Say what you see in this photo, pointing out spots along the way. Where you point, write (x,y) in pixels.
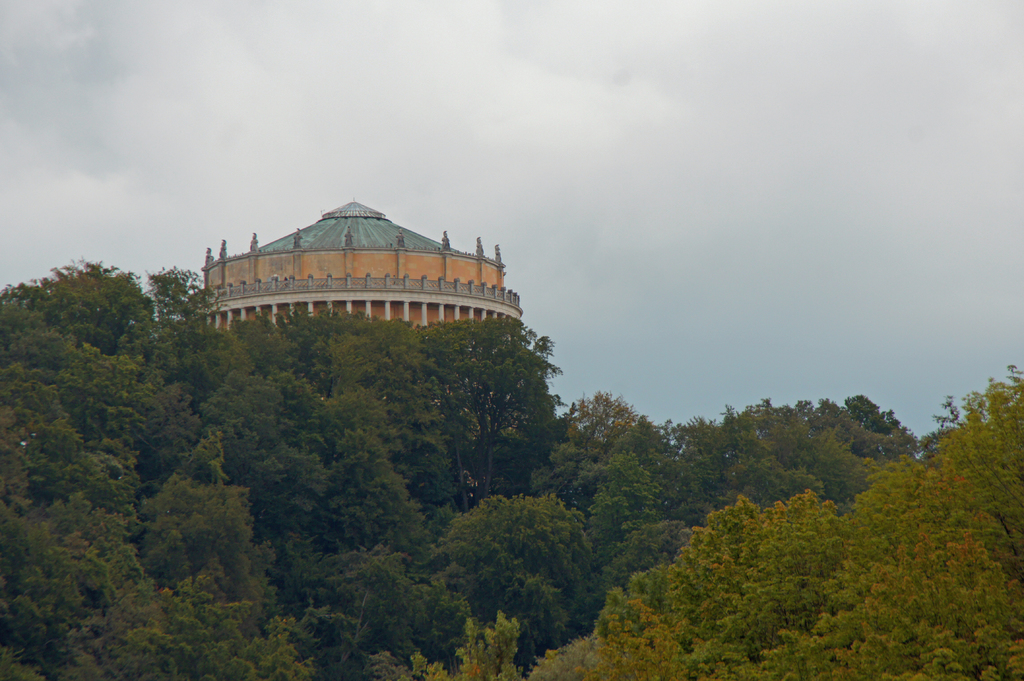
Trees (317,501) are present at the bottom of this image (575,546) and there is a domed building (357,274) in the background (380,295). There is a sky (417,113) at the top of this image (513,140).
